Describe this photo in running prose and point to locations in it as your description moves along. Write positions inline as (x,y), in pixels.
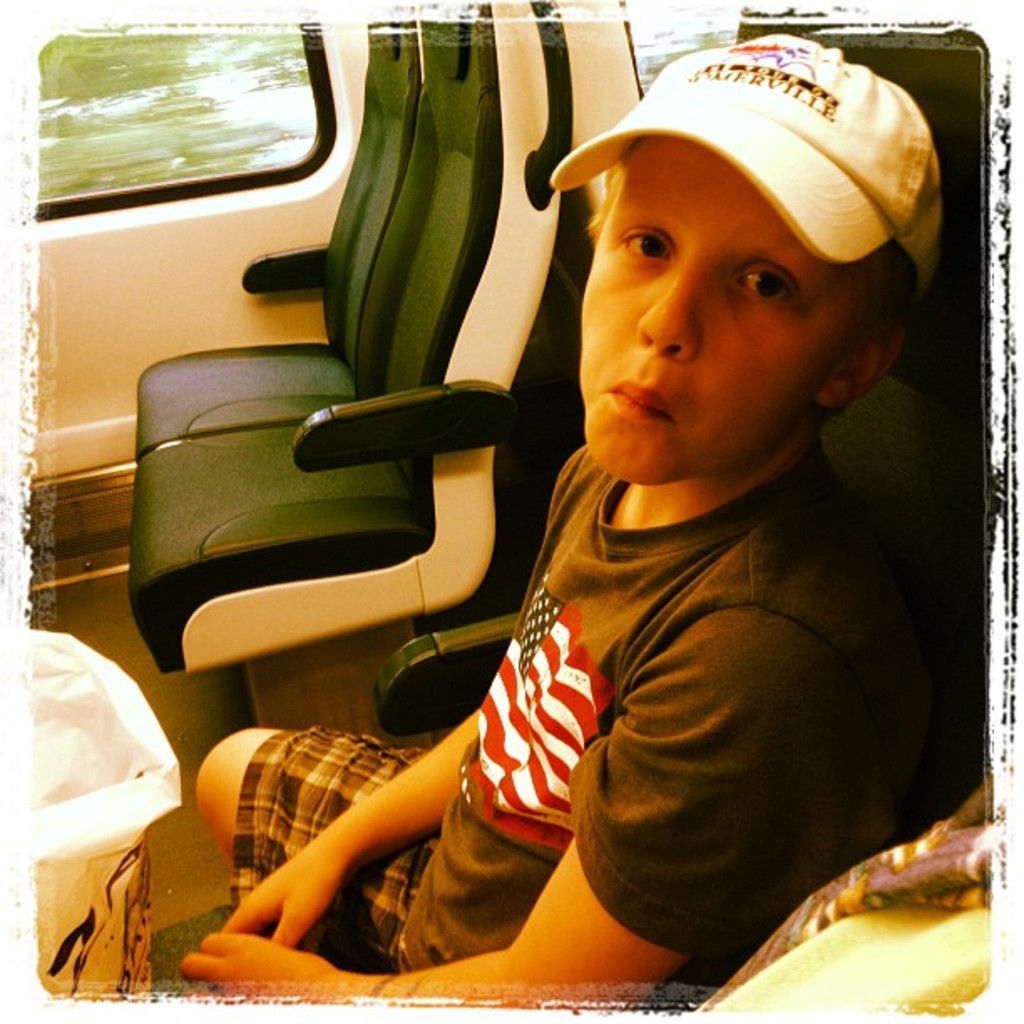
In this image I can see the person (596,747) sitting inside the vehicle (290,468). The person (811,662) is wearing the dress (643,639) and the cap (876,198). To the side I can see the bag (85,868). In the back (175,201) I can see the window (216,129).
